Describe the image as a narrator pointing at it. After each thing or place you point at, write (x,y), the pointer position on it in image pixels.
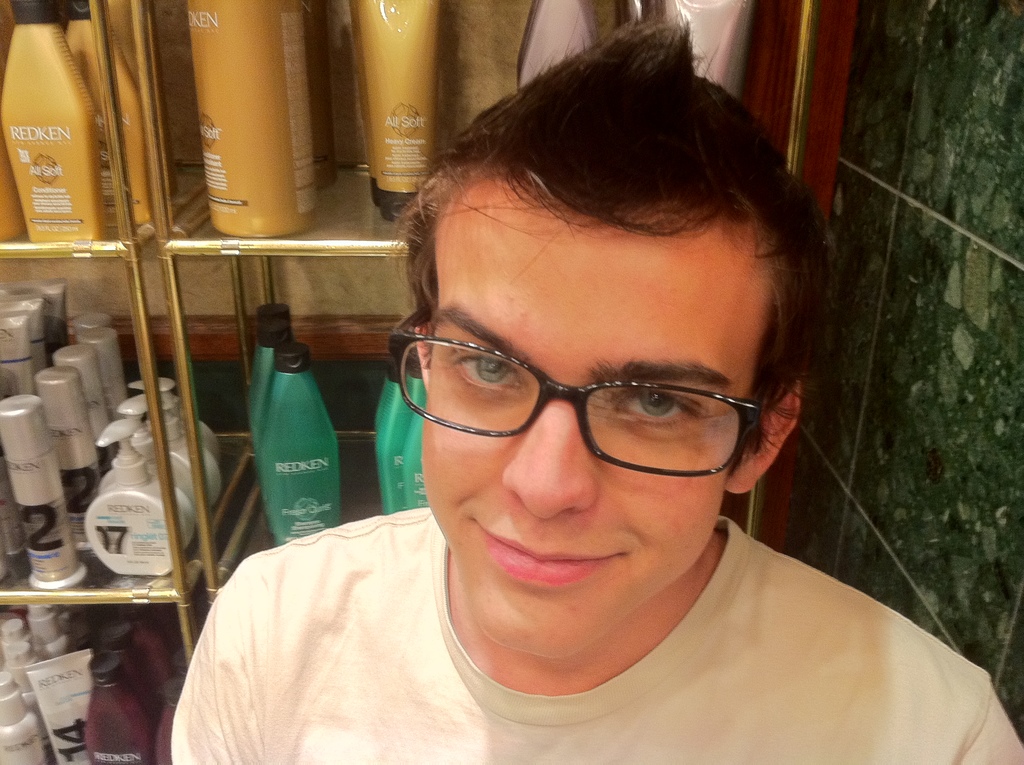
In this image we can see a person (553,505). On the backside (259,326) we can see some bottles (274,360) and tubes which are placed in the racks (198,468).
